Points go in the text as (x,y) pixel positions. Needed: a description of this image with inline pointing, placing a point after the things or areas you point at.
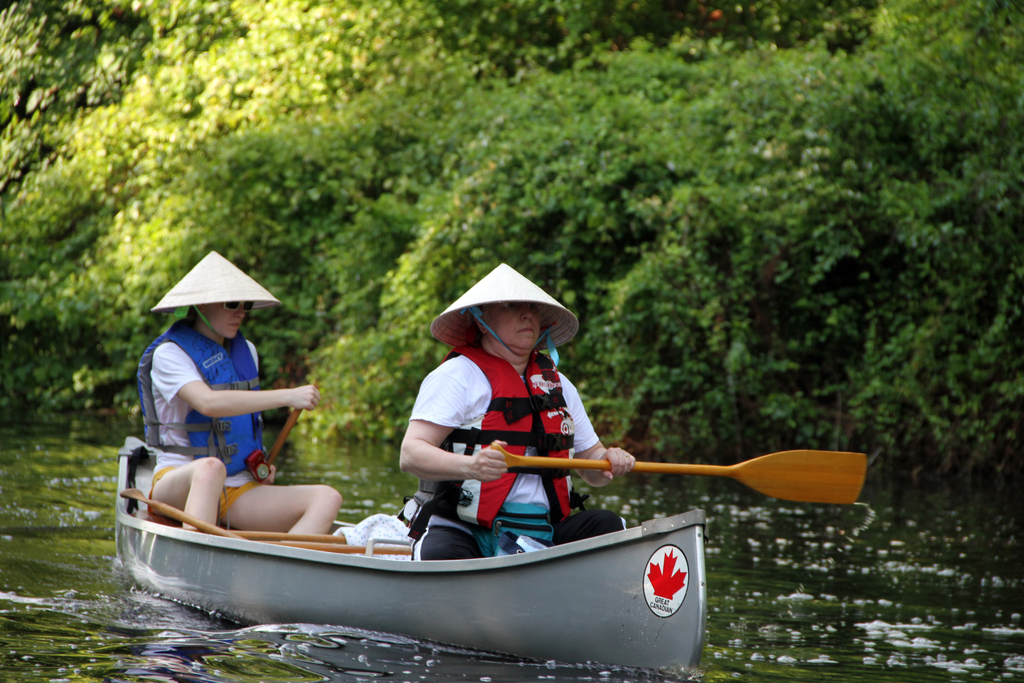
In the picture we can see a two persons (424,554) sitting in the boat (460,562) and travelling on the water (57,497), they are holding a stick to move the boat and wearing a hat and in the background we can see a bush (877,132) and plants (783,406).
